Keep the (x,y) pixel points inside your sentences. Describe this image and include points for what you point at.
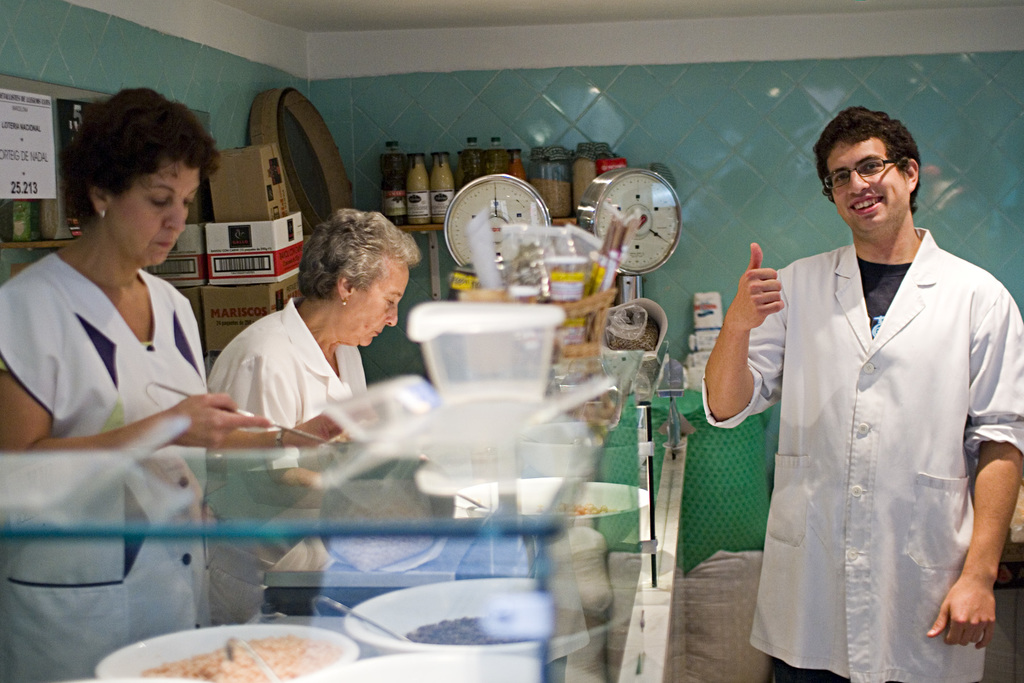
In this picture we can see a group of people (805,464), here we can see bowls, boxes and bottles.
